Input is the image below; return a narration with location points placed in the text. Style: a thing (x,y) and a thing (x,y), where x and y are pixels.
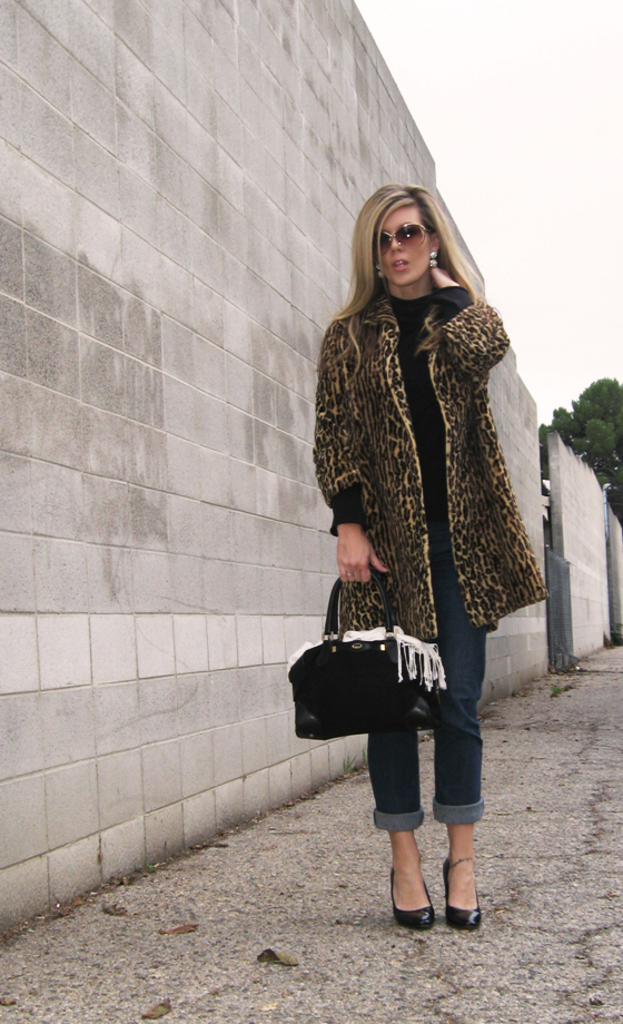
In the middle of the image (352,485) a woman (352,485) is standing and holding a bag (373,674). Beside her there is a wall (274,489). Top right side of the image (559,164) there is a sky (571,187) and tree (605,423).
